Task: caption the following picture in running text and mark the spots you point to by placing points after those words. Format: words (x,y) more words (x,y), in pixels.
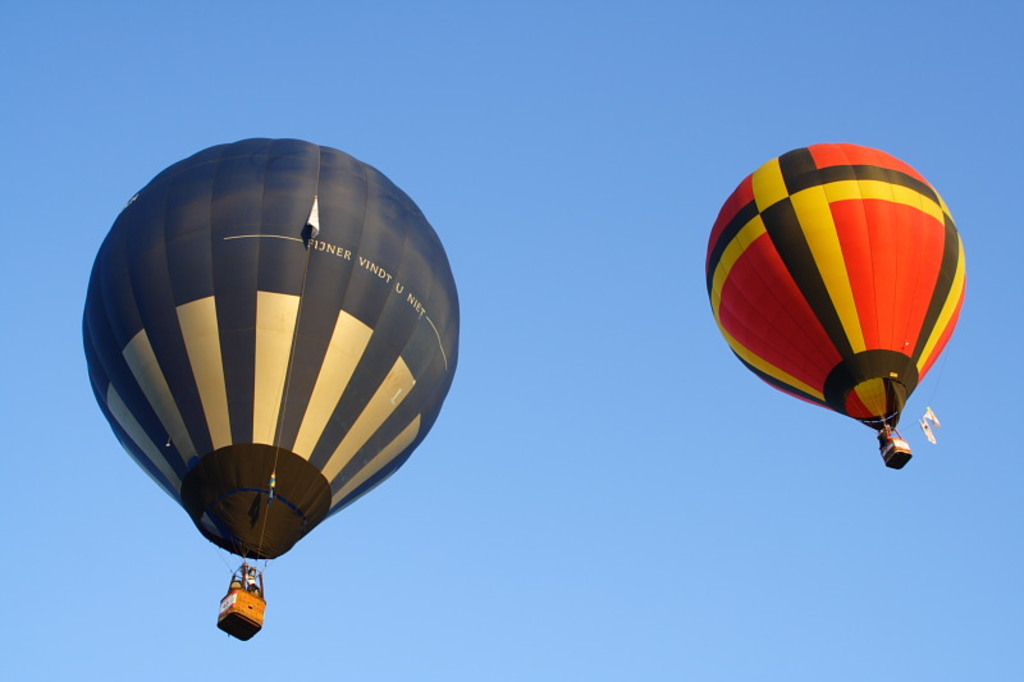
In the image there are two hot air balloons (177,329) flying in the air (478,404).
